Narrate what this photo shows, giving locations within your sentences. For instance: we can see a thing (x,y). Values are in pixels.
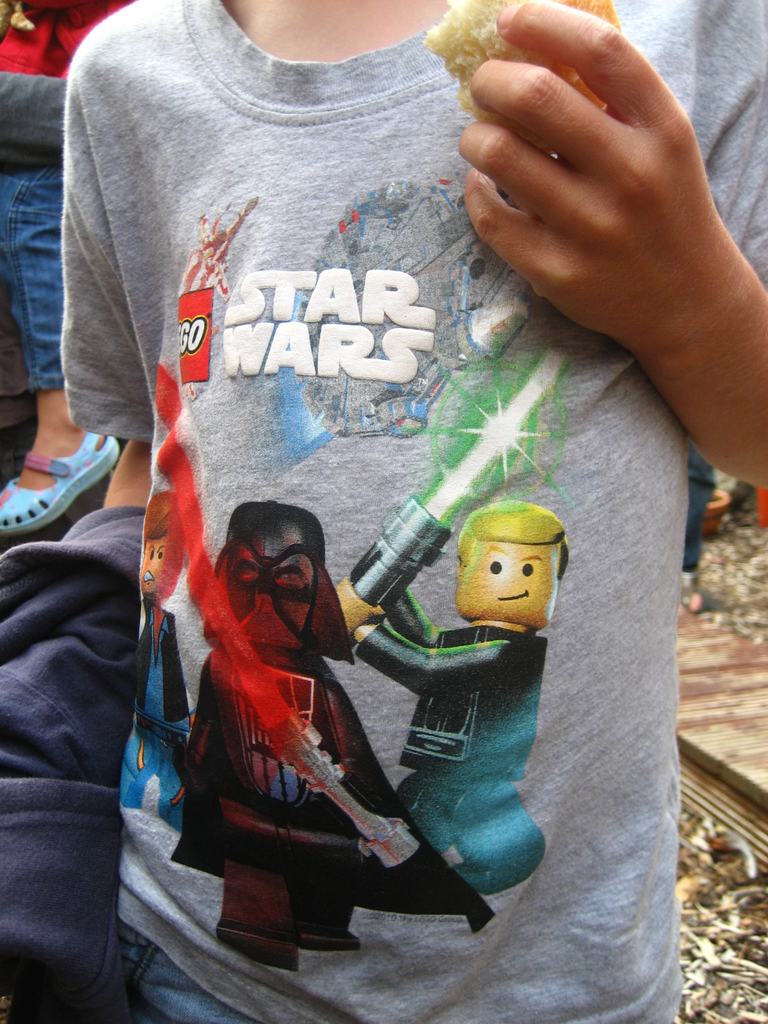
A person (454,681) is standing, this person (418,690) wore a grey color t-shirt (315,634), there are cartoon pics (409,612) on this.
